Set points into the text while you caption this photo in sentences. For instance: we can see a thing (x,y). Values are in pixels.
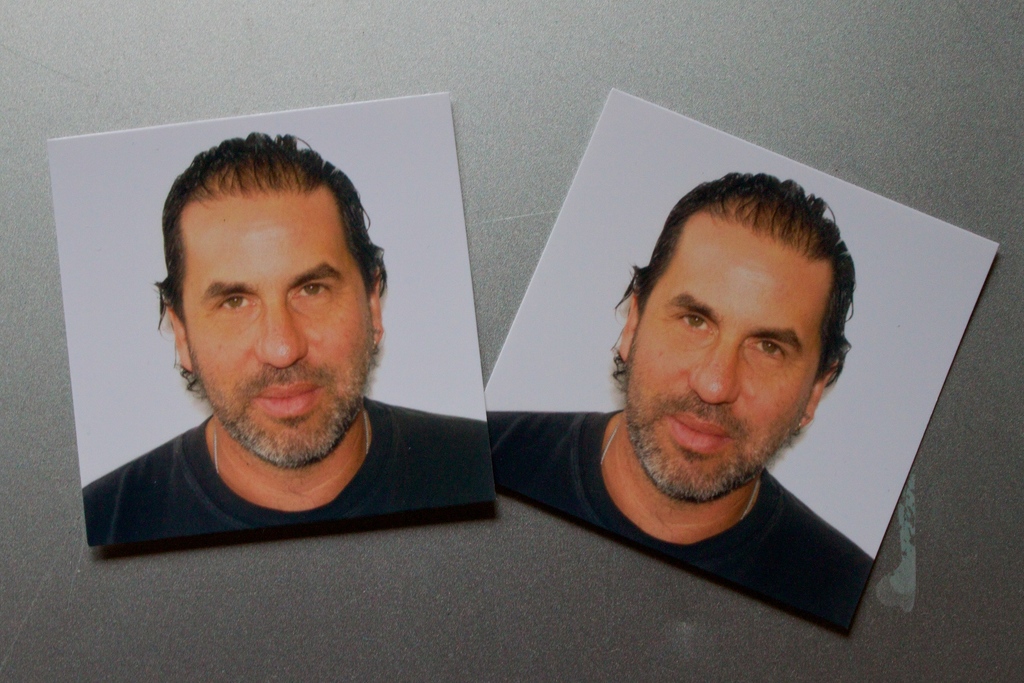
Here in this picture we can see a couple of photographs (367,277) of a person (611,423) present on a table (503,262) and we can see the person (368,414) is smiling.
